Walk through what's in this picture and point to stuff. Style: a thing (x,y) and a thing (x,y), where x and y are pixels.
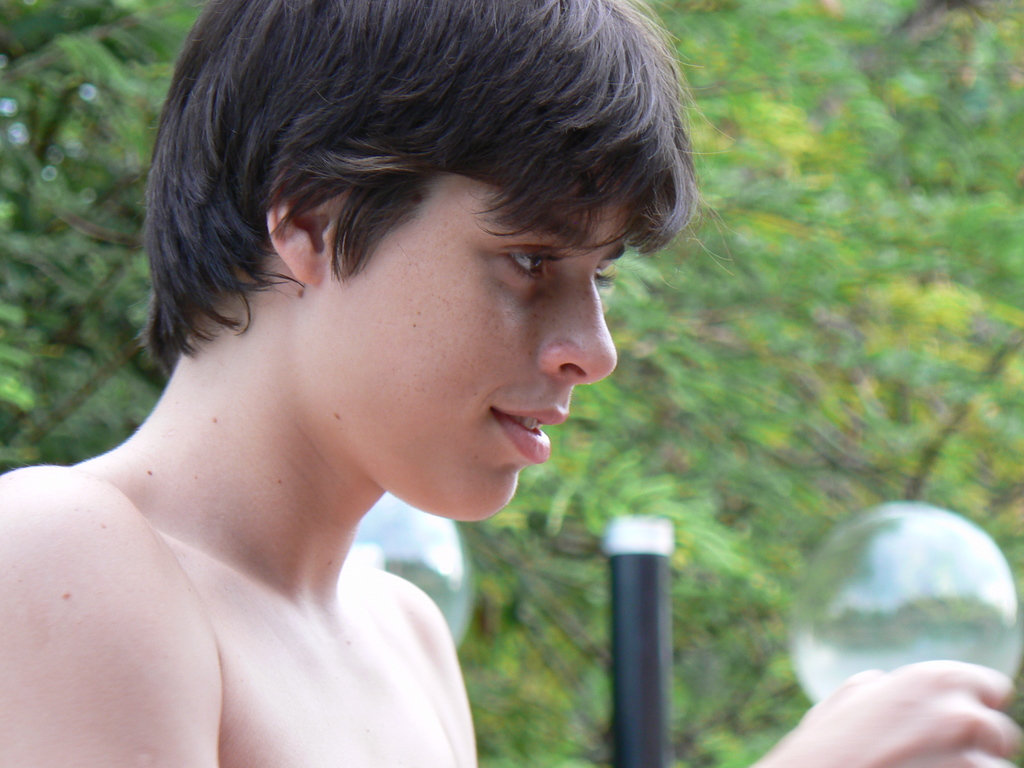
In this image there is a person (198,579) and there are a few bubbles (896,626) in the air. In the background (616,536) there is a rod (617,594) and trees (661,473).
